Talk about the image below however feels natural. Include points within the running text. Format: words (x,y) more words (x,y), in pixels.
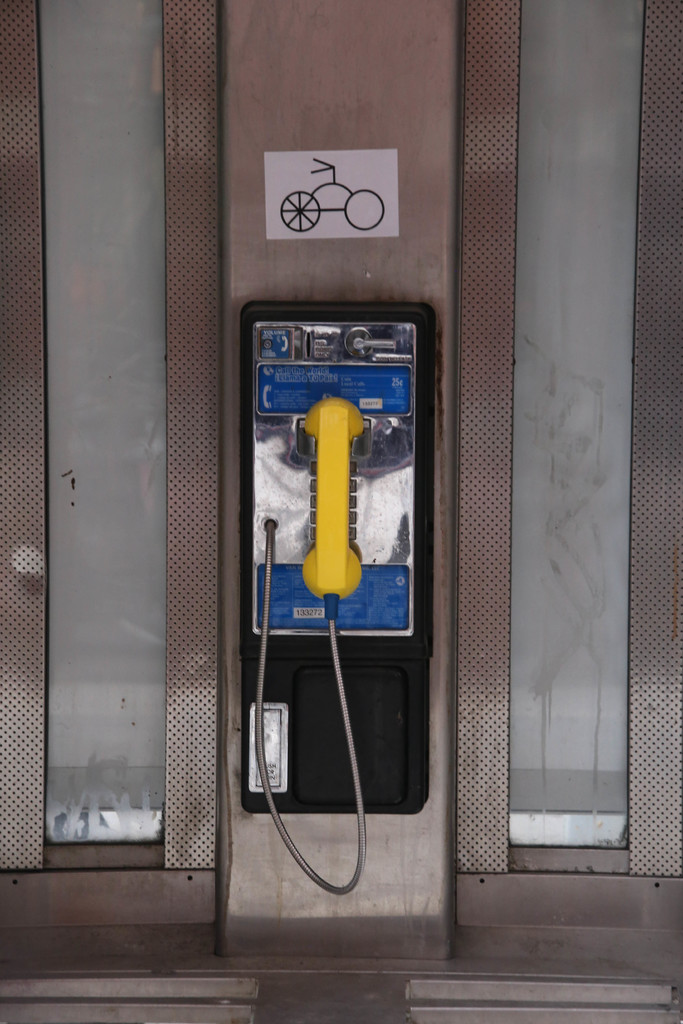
In this image we can see the wall (364,285) with the phone (350,698) and there is a board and label (342,188) attached to the wall (275,257).
